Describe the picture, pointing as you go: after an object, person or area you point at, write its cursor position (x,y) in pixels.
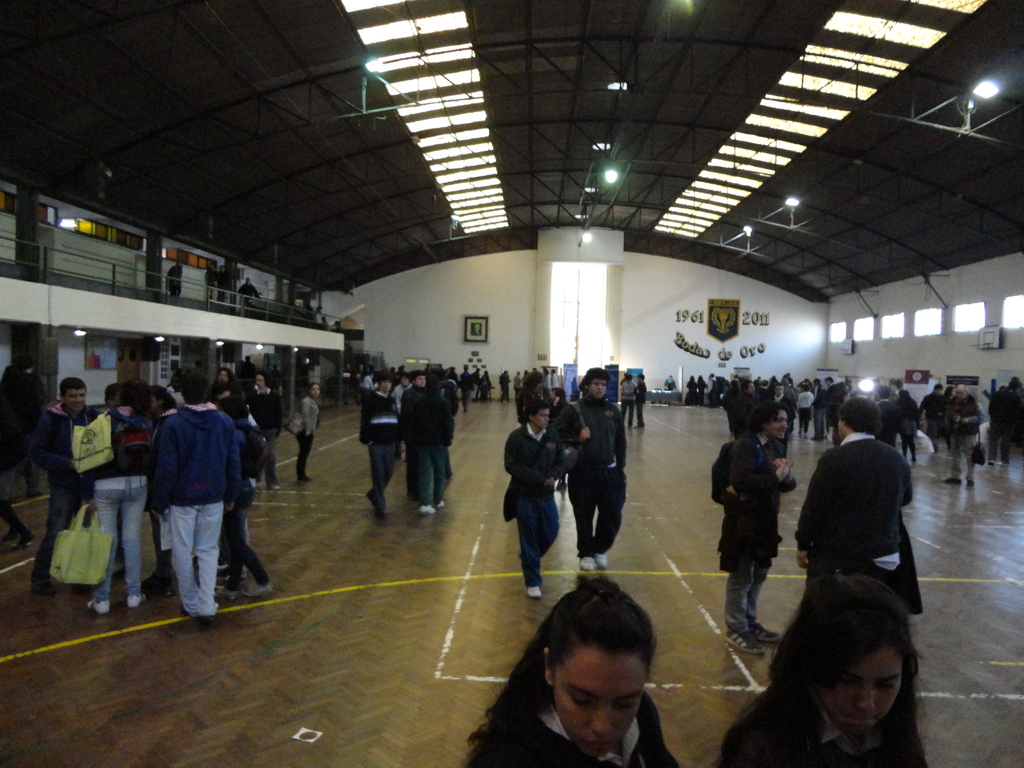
In this image we can see some people (7,466), bags (133,460) and other objects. In the background of the image (497,326) there is a wall (399,309), frames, persons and other objects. On the left side of the image (263,396) there are persons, railing (47,263), wall (190,325), windows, lights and other objects (130,438). On the right side of the image (764,440) there are windows (917,334), persons (948,389) and other objects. At the top of the image (552,198) there is roof (699,32), iron objects (1017,107), lights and other objects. At the bottom of the image (635,688) there is the floor (61,717) and persons (606,735).
